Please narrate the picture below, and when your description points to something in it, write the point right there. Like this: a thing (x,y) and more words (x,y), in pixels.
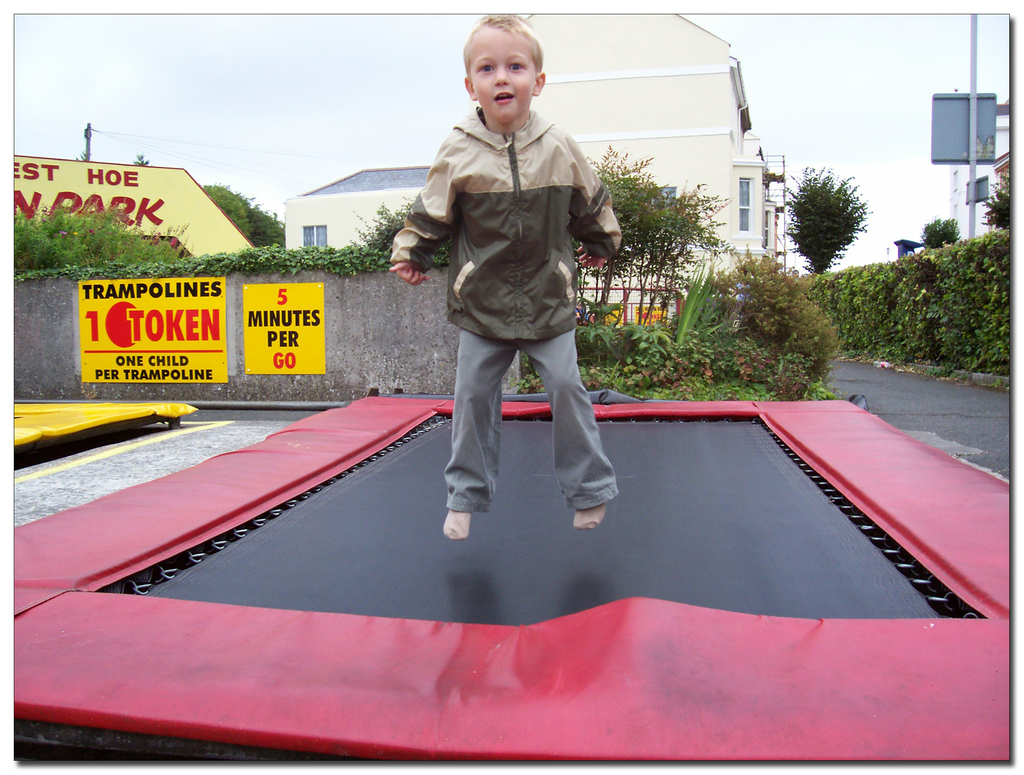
In this picture I can see a boy (568,429) Jumping on a trampoline (611,549) and I can see buildings (659,145), trees (656,187) and I can see text (206,348) on the wall (160,351) and few plants (645,374) and couple of poles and I can see a cloudy sky (409,115).
